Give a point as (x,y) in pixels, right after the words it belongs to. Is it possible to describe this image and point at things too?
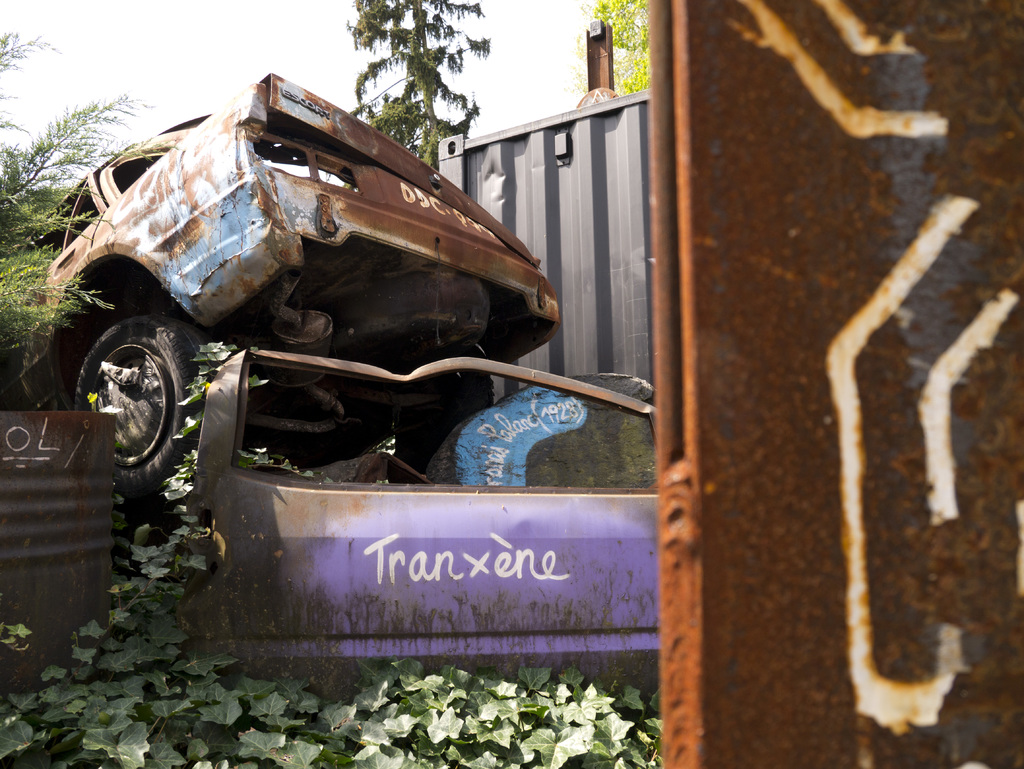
In this image we can see rusted vehicles (302,499), creepers (433,719) on the ground (433,719), trees (426,72) and sky (336,47).
